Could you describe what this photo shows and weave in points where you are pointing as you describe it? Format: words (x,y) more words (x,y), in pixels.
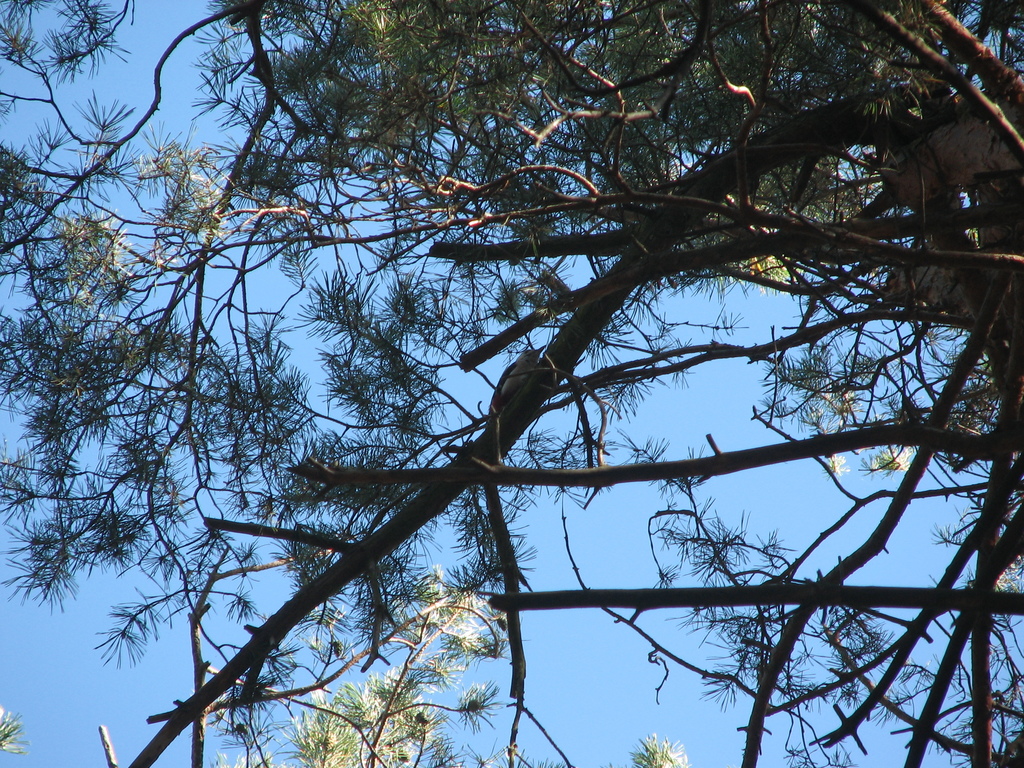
This is a tree (693,207) with branches (888,250) and leaves (708,103). I think this is a bird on a branch (531,382). Here is the sky (612,518).
